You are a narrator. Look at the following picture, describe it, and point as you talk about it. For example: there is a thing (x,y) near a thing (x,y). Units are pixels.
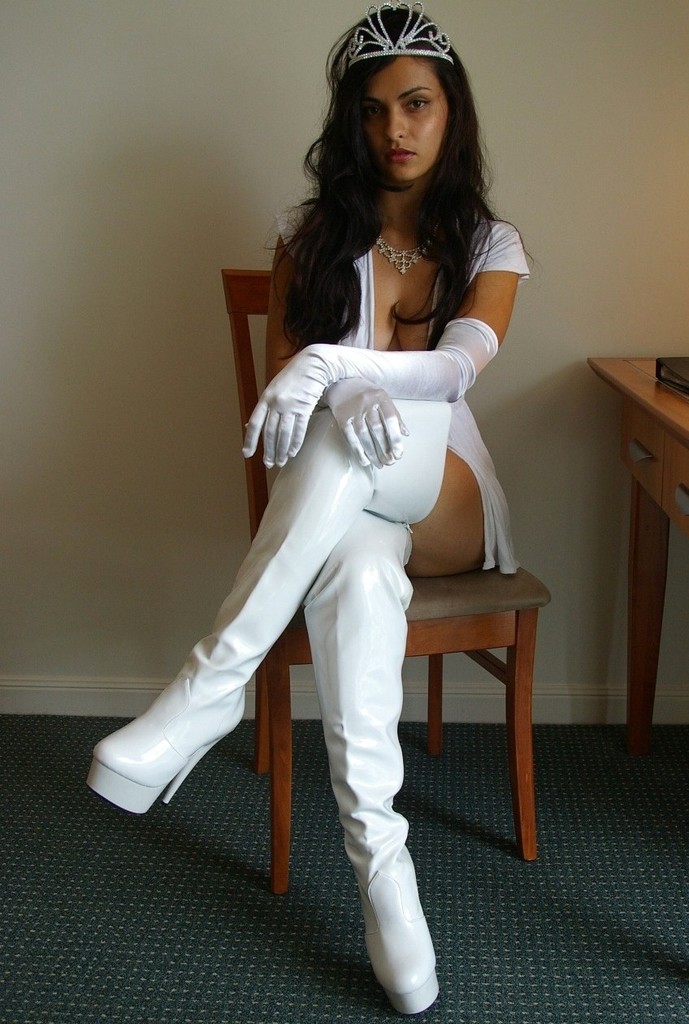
In this picture I can see a woman (330,470) sitting on the chair (249,275) and side there is a table (647,378) placed.
